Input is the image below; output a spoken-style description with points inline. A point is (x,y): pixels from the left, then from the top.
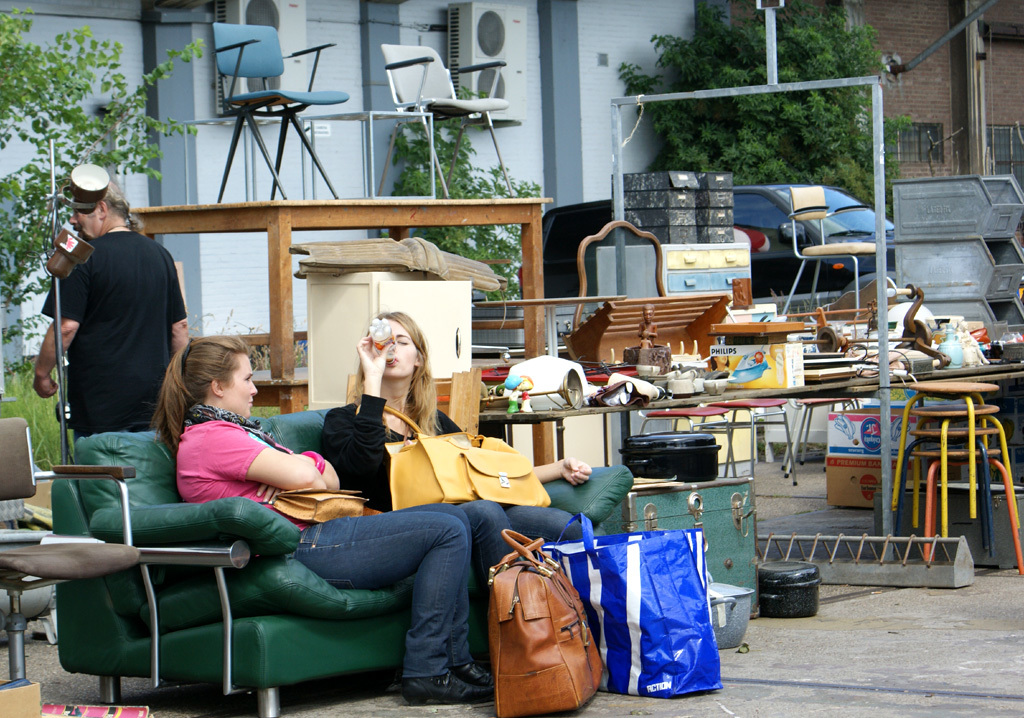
In this picture we can see two ladies (247,409) sitting on the sofa (277,563) and beside them there some things (752,347) placed on the tables (538,355) and on the floor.
